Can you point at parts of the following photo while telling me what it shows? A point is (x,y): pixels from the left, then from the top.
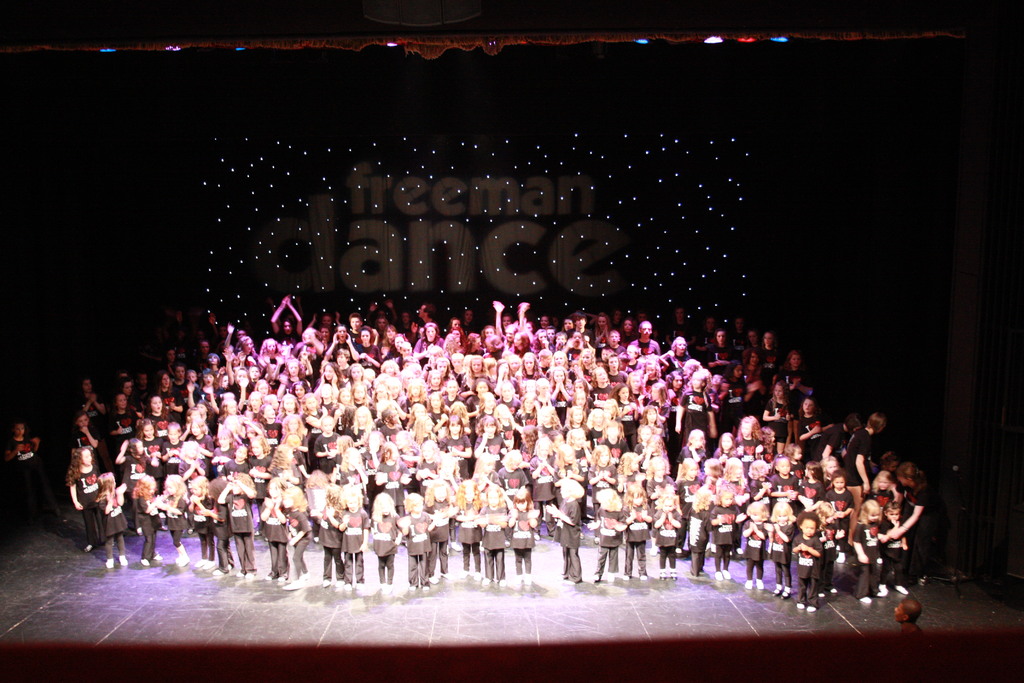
In this image I can see many children (144,538) are standing on the stage (453,570) and the background (901,227) is the black.
